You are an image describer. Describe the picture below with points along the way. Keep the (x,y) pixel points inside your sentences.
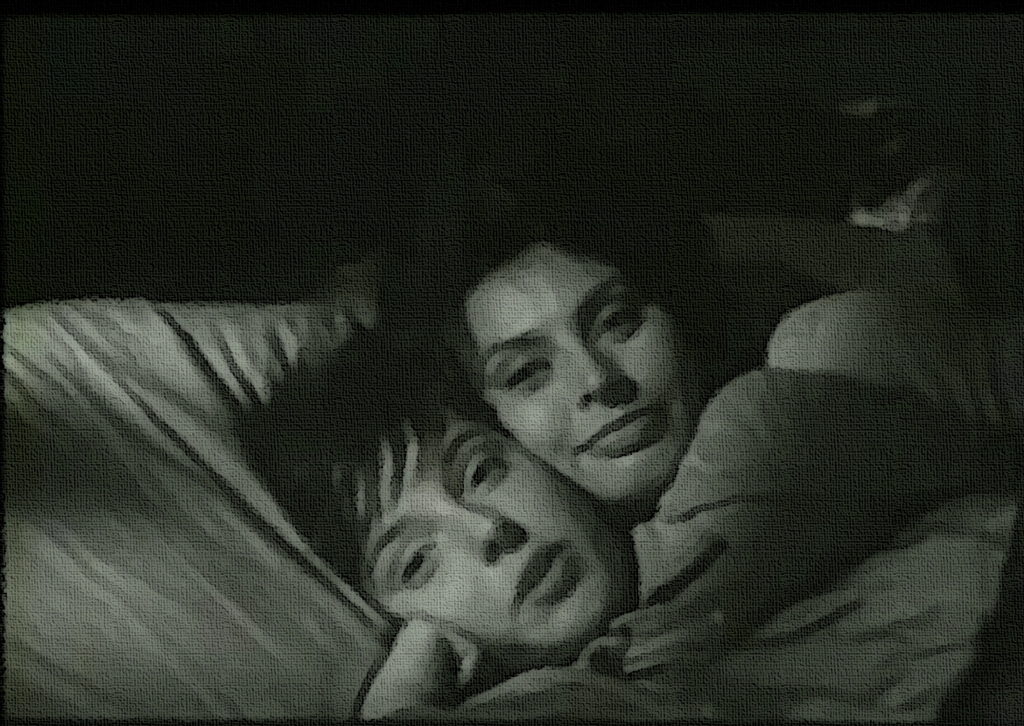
This is black and white image, we can see a few people (530,632) lying on the bed (793,602), and we can see the dark background (269,191).
